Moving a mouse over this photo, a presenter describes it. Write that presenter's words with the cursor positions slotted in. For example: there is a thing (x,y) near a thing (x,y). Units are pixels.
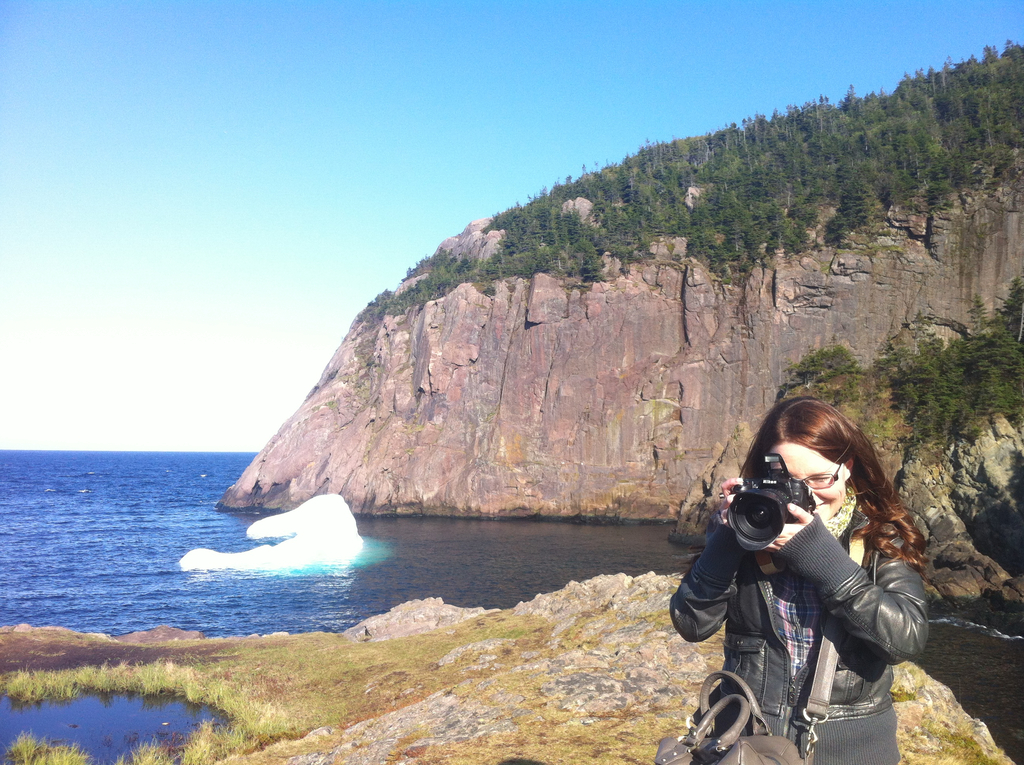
This person (803,743) standing and holding camera (801,485) and wear bag (833,663). Behind this person (810,669) we can see hill (1017,218), sky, water (490,532), trees (1003,105).
